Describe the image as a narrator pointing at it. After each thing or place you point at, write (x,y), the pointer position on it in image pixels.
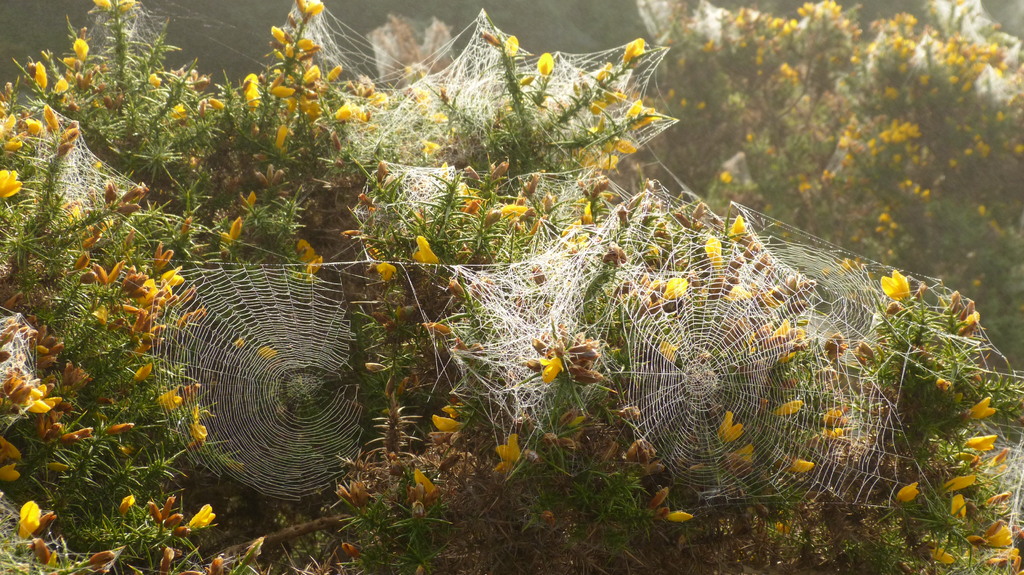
In this image we can see spider nets (753,312) on the plants (609,336).
